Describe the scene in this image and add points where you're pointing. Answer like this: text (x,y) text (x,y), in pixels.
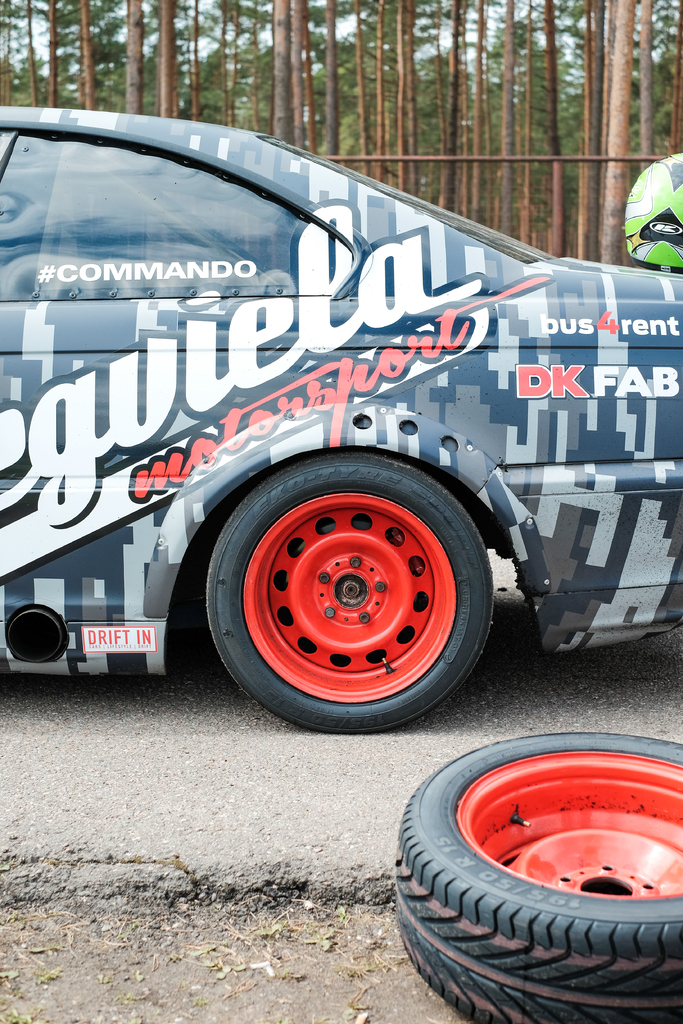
In this image we can see a car (356,388). On the car (350,242) something is written. On the car (372,237) there is a helmet (642,242). In the background (450,117) there are trees (316,101).
